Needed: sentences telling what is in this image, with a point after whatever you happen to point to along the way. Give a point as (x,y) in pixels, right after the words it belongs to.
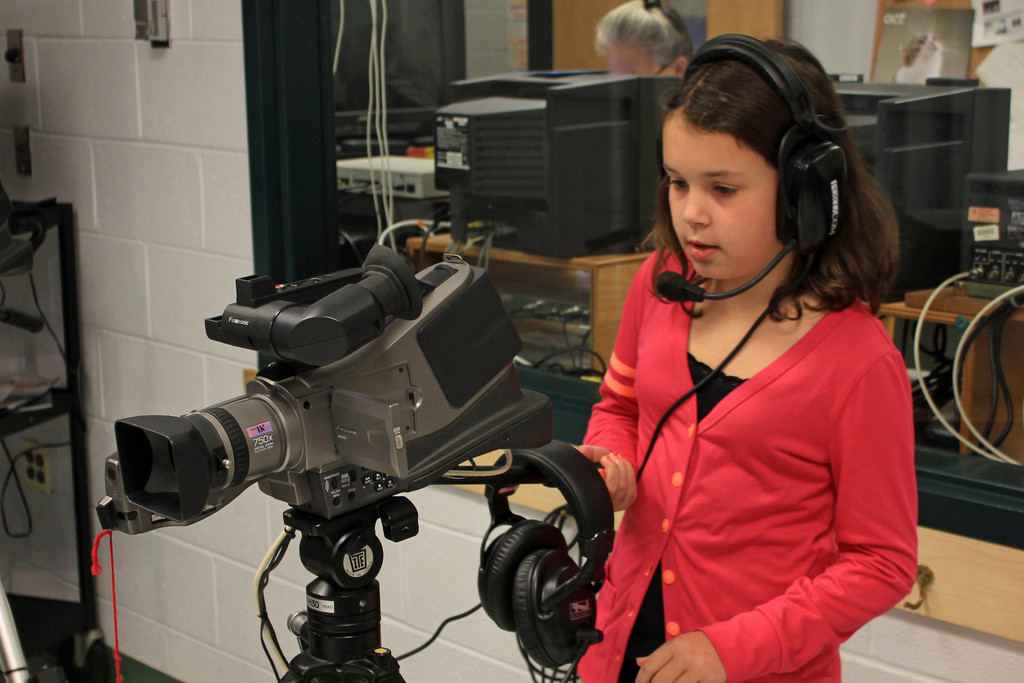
In this image there is a girl (766,249) wearing headphones (813,234), in front of the girl (748,249) there is a video camera (214,436), behind the girl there is a wall (157,85) with a glass window (344,104), in front of the wall (50,191) there are some objects (40,205), from the glass window (483,65) we can see a person (605,39), two computers (626,158), tables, cables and some other objects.
